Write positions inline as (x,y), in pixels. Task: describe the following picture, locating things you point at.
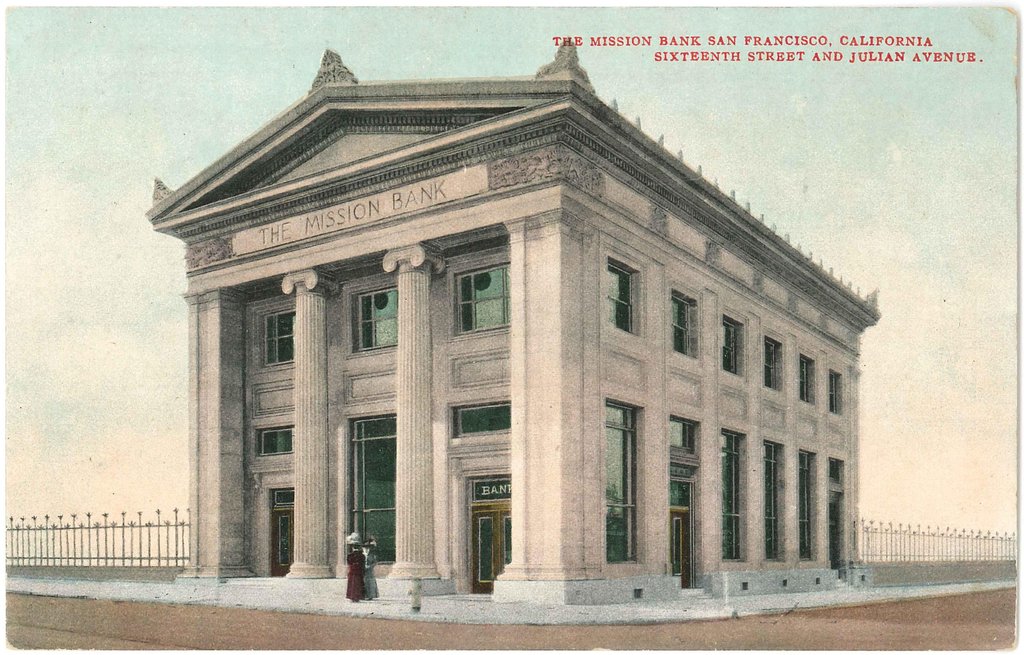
In this image there is a painting (434,365) of a building (428,450) with some text (270,237) on it, in front of the building (441,503) there is a person (358,571) standing, besides the building (330,564) there is a metal grill fence (36,558), at the top of the image (841,56) there is some text (953,55).
